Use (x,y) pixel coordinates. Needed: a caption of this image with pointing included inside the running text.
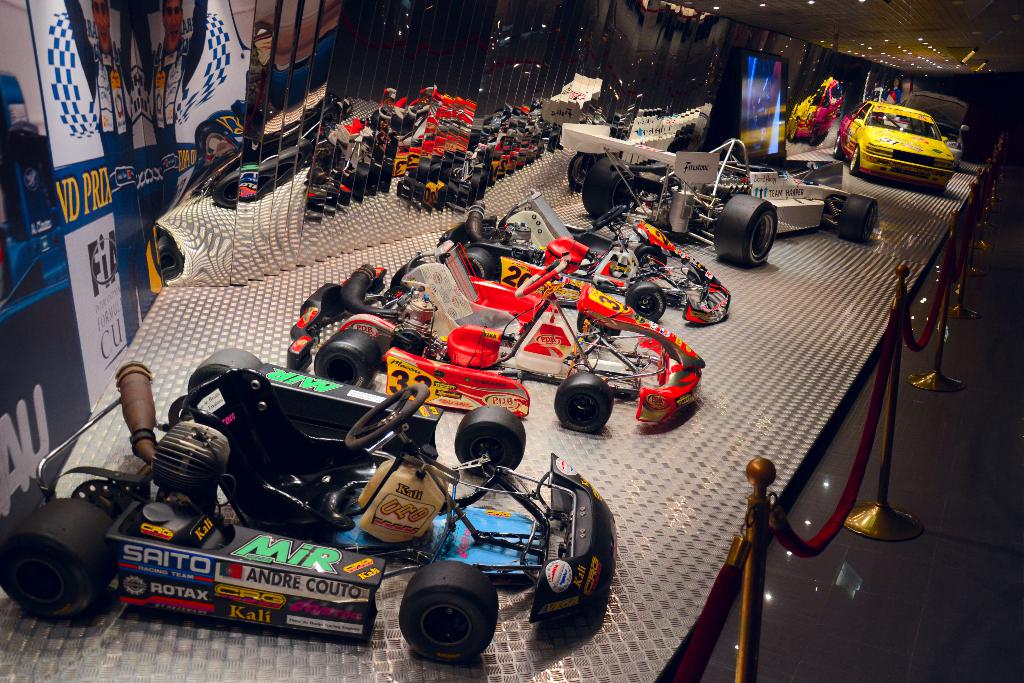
In this image I can see few vehicles (634,161) on the floor (710,255). Background (909,142) I can see a car (929,142) in yellow color and I can see few boards (158,182) in white and blue color, in front (56,572) the vehicle (281,496) is in black color and I can see few poles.
